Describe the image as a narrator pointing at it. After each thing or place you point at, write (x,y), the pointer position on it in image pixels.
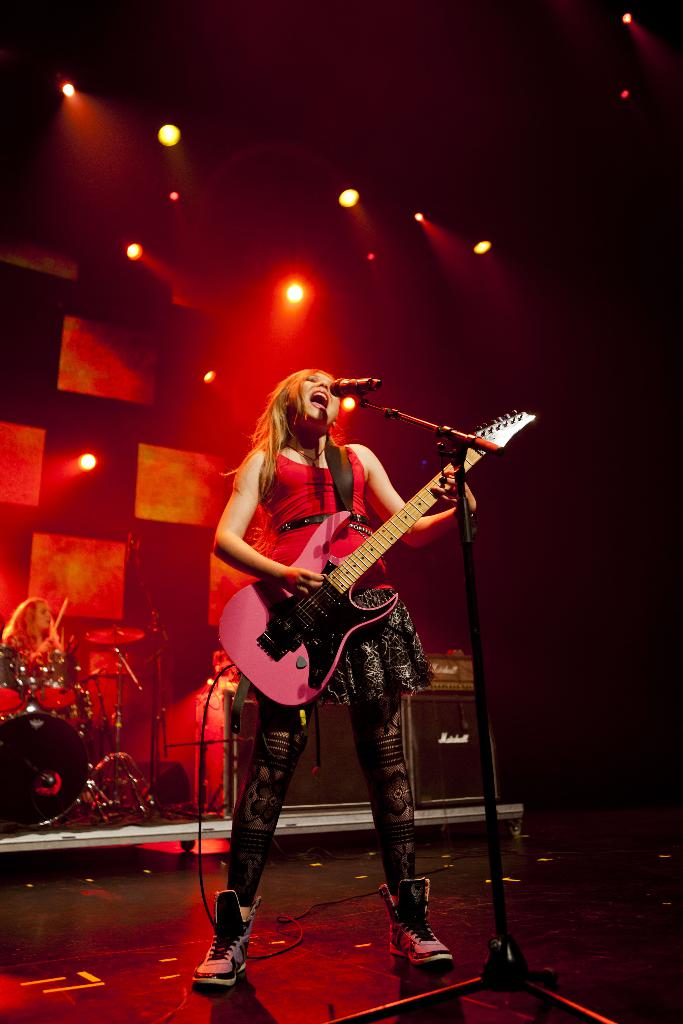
In this image I can see a woman (300,440) is standing and holding a guitar (373,535). I can also see a mic (339,379) in front of her. In the background (53,638) I can see one more person (46,638) is sitting next to a drum set (49,685) and here I can see few lights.
